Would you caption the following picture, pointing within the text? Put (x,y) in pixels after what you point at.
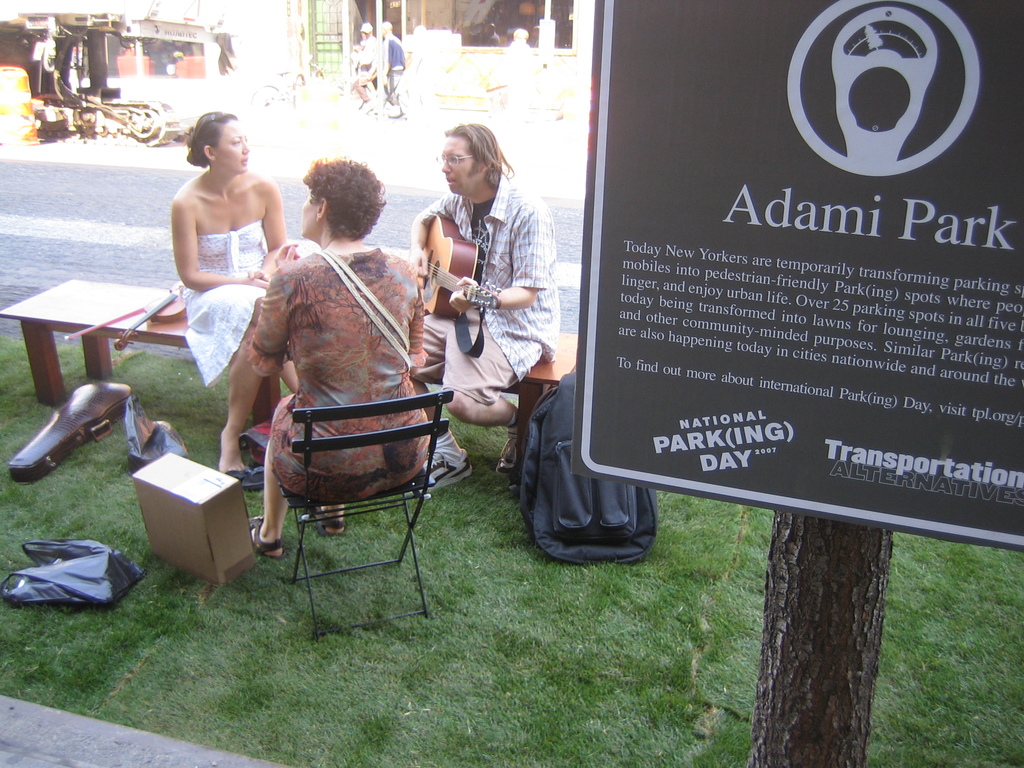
In this image there is a woman (328,337) sitting on the chair (317,420), there is a woman (230,287) sitting on the bench (99,316), there is a man (468,195) sitting on the bench (552,370), he is playing a musical instrument (463,274), there is a musical instrument (163,312) on the bench (165,327), there is grass (264,634) towards the bottom of the image (584,652), there are objects (185,542) on the grass (572,598), there is a tree trunk (825,626) towards the bottom of the image (831,652), there is a board (812,218) towards the right of the image (832,183), there is text (785,215) on the board (830,198), there is a road (160,211), there is an object (53,96) towards the left of the image (42,74), there are buildings (500,55) towards the top of the image (321,33), there are two persons (363,95) on the road (348,130).
